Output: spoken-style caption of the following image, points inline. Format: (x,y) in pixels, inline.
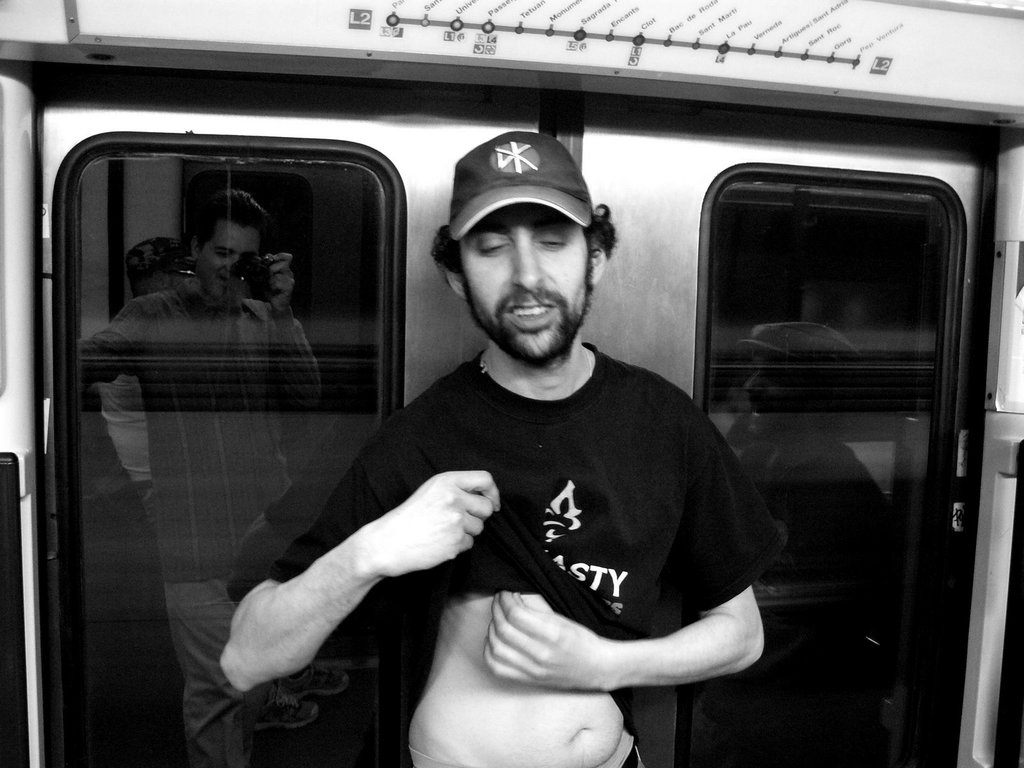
There is a person (529,473) standing and wearing cap (476,194). In the back (281,210) we can see glasses (245,290). On that we can see reflections of persons (242,386). One person (197,380) is holding a camera (254,274).
